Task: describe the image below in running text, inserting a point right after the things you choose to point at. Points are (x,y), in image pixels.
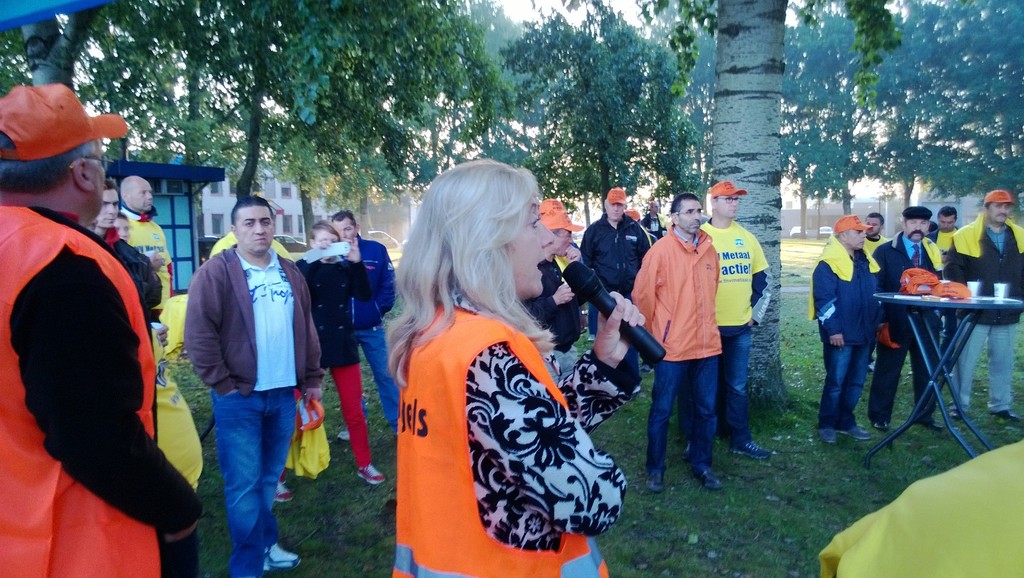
In this image there are some persons (231,356) are standing at bottom of this image (356,415). The women (503,422) standing in middle (578,270) is holding a black color Mic (592,276) and there are some trees (554,181) in the background (402,149) and there are two buildings (158,197) at left side of this image (215,228) and there is a table (965,334) at right side of this image (955,354). There are some objects (965,290) kept on this table (937,300).
